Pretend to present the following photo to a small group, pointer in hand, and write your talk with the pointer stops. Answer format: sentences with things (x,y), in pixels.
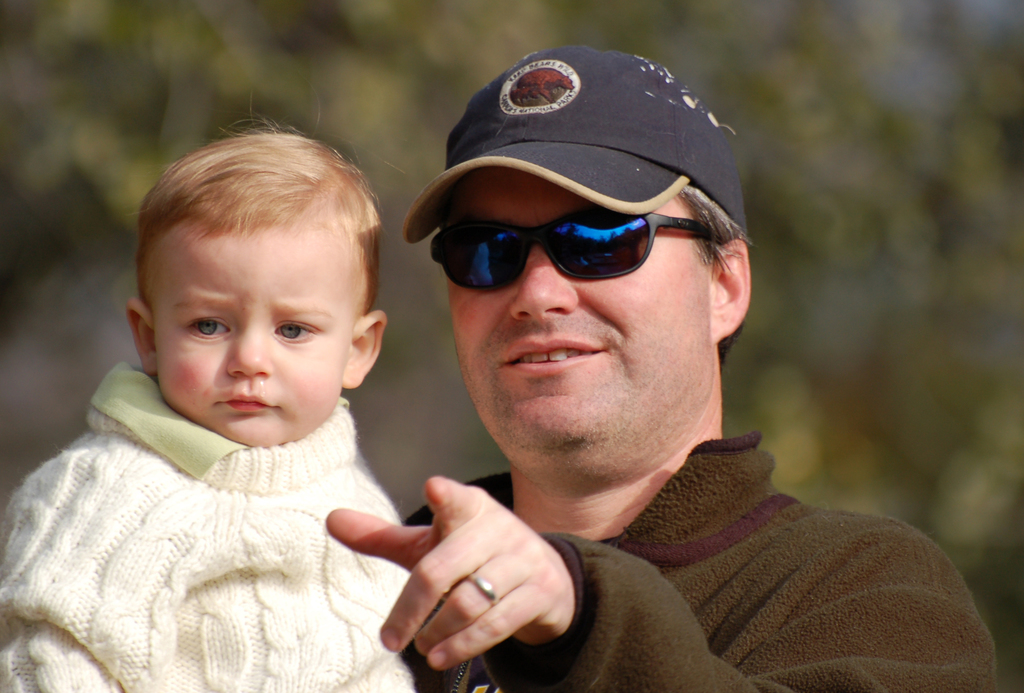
The man (513,335) in the middle of the picture (471,393) wearing a green jacket (673,570) who is wearing a black cap (575,140) and spectacles (596,223) is holding a baby (192,430), who is wearing a white jacket (292,591) in his hand (515,599). He is smiling. There are many trees (311,100) in the background (851,379) and it is blurred.
